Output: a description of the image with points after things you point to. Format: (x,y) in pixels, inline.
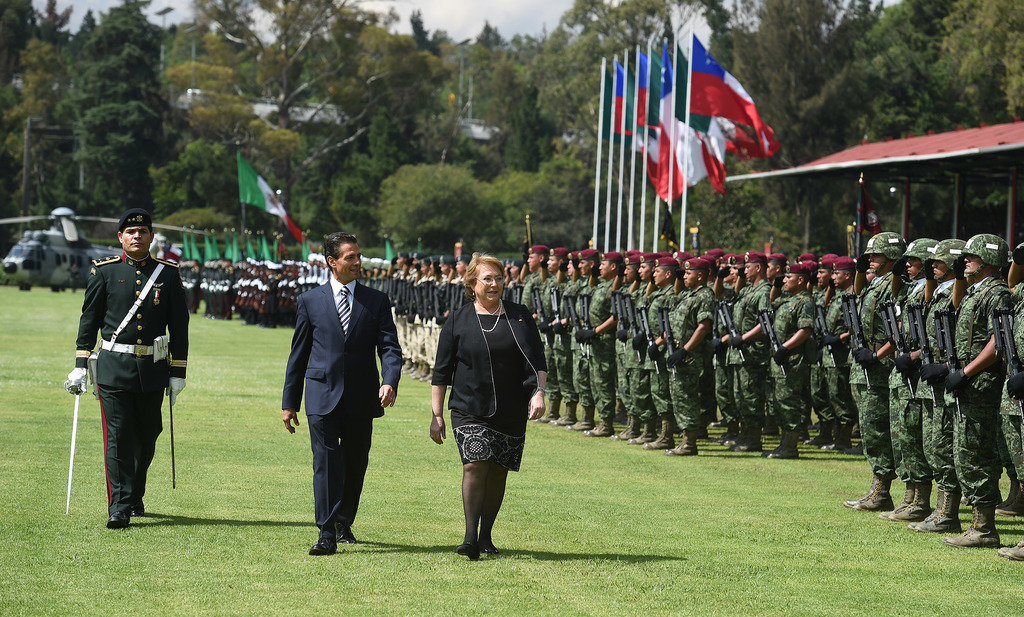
In the foreground of this image (483,400), there are three persons (367,357) walking on the grass (392,546). On the right (973,324), there are persons (642,302) standing and wearing helmets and the caps (657,268) on the heads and holding guns (661,324) in their hands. In the background (845,240), there is a shed (893,146), flags (695,124), trees (122,121), a copter (41,235), few persons (254,270) holding flags (259,250) and the sky (441,25).
